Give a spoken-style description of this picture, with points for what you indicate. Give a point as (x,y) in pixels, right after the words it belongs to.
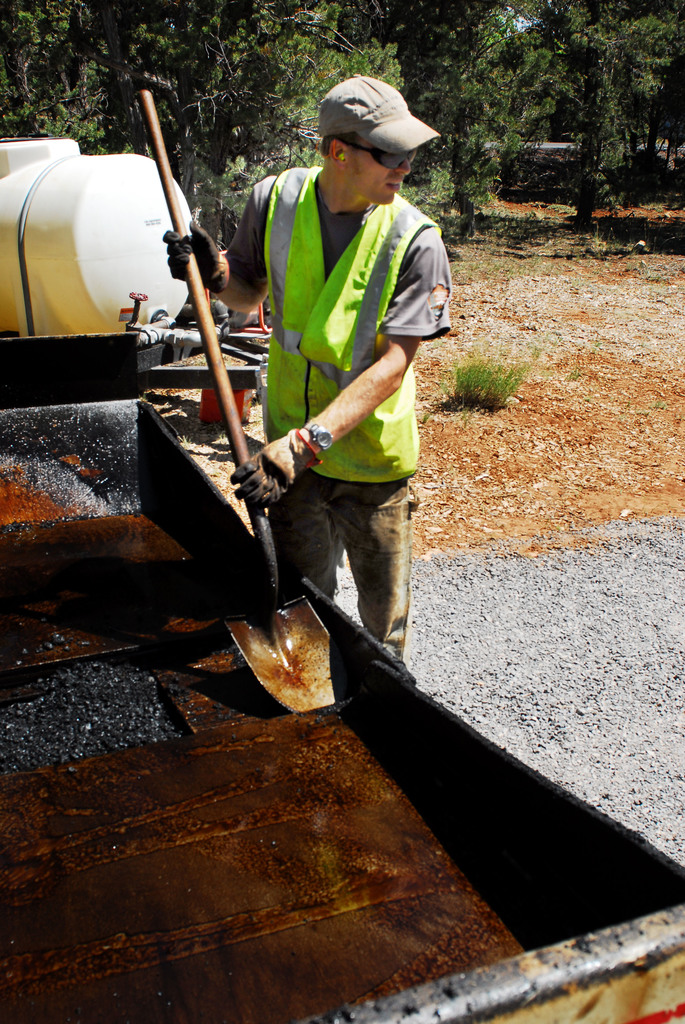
In this picture I can observe a man (364,277) holding a spade (271,656) in his hands (208,265). This person (269,259) is wearing green color coat (313,244) and a cap (370,117) on his head (329,156). In the background (269,65) there are trees (259,69).
